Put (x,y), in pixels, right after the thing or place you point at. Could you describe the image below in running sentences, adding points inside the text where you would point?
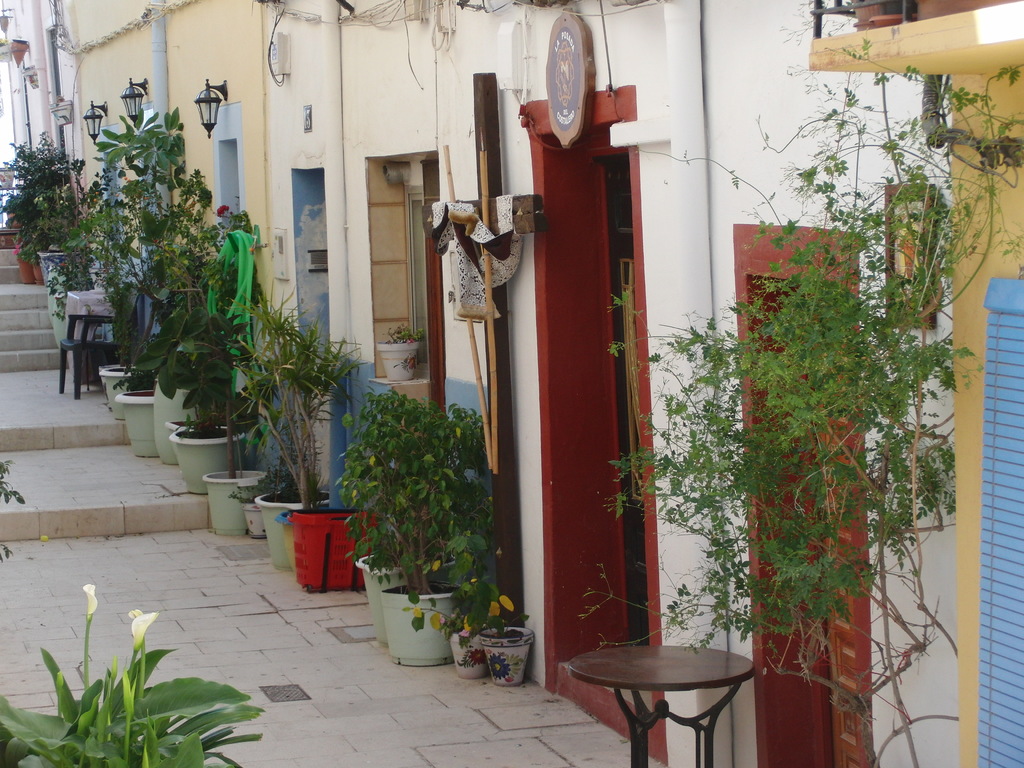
In this picture there are several flower pots (409,574) kept in front of the doors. There are many small buildings (705,193) with colorful doors (605,125). To the left side of the image (194,715) there are small plants (112,699).
